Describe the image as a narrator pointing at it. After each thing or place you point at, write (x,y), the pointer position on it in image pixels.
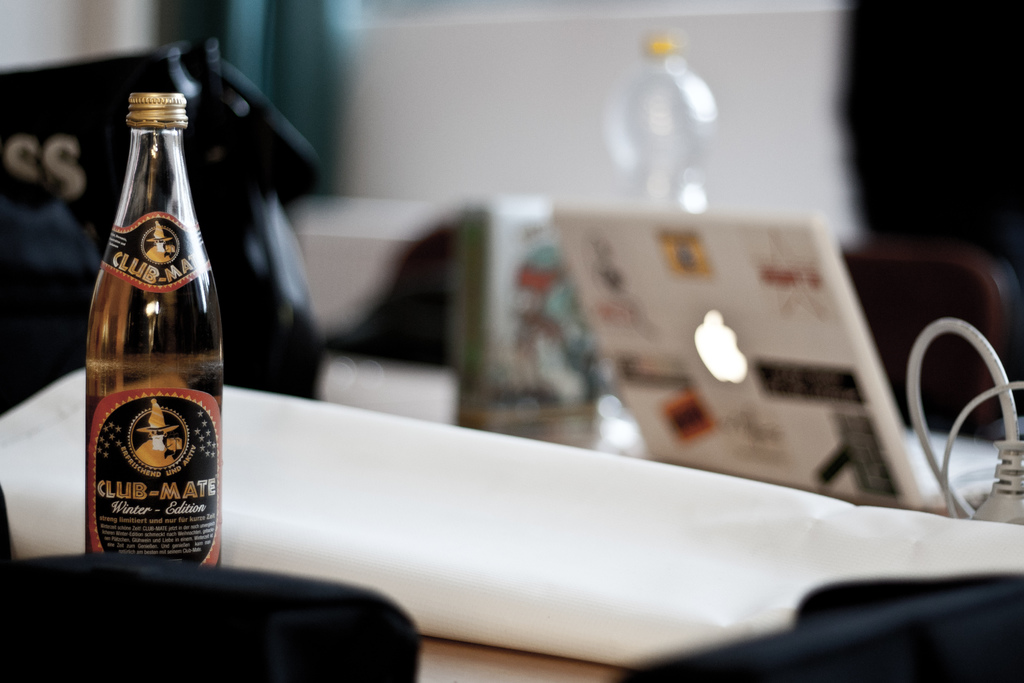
This image consists of laptop (649,398), chart (416,481), bottle (185,450), water bottle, bag (218,149). This bottle (206,383) is filled with some liquid (141,364) and "club mate" is written on it.
